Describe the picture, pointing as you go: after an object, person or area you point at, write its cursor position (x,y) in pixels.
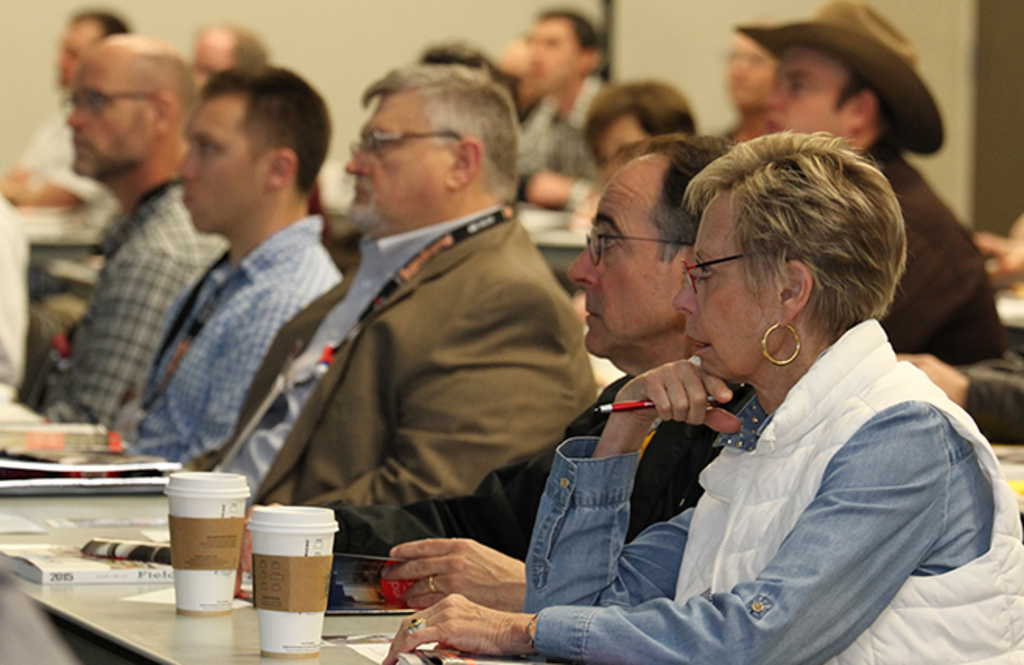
There are people (182,329) sitting and she is holding a pen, we can see glasses (211,532), books (122,576) and papers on tables (68,594). In the background (640,6) we can see wall (620,9).
